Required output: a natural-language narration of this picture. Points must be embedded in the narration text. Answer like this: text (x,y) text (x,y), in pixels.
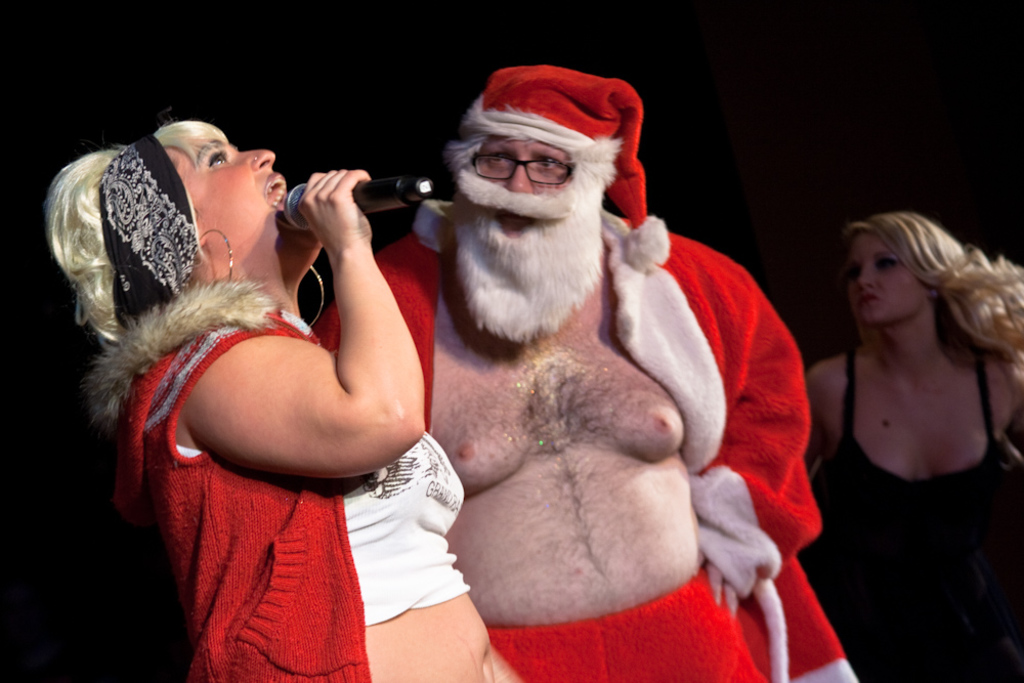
This picture describes about group of people (567,267), on the left side of the image (165,347) we can see a woman (208,283) she is holding a microphone (302,191), beside her we can find a man (559,196), he wore spectacles (477,167) and we can see dark background (677,170).
